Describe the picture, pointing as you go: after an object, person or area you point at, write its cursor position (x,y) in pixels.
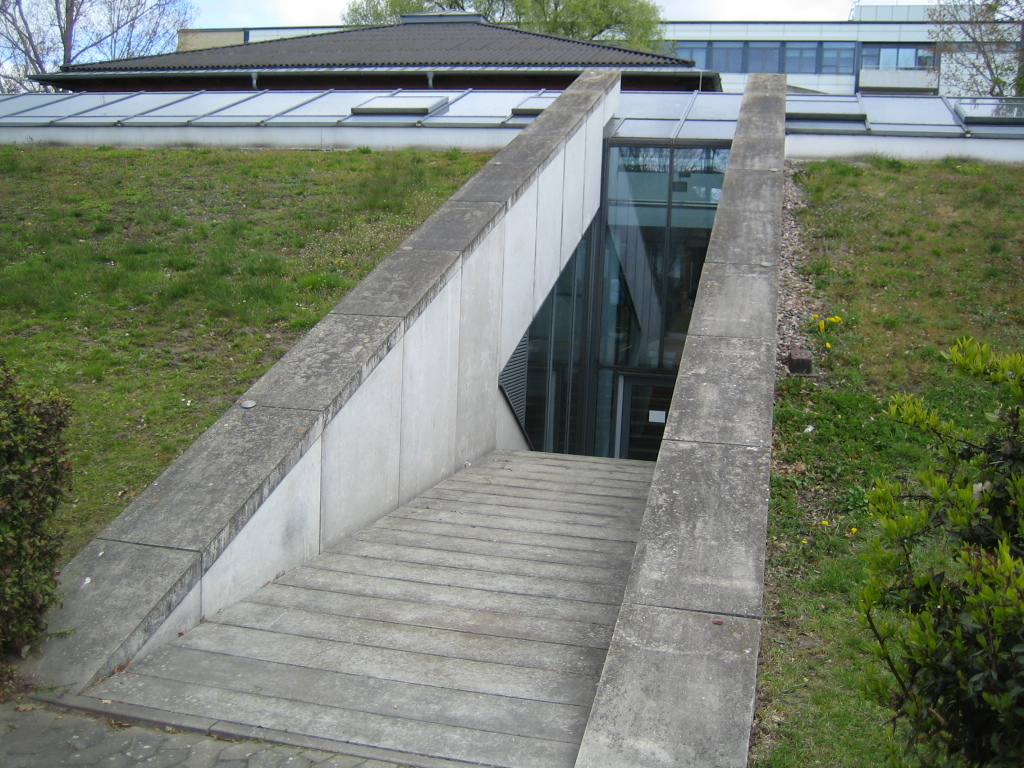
In this image there is a building (624,63). In the foreground (406,542) there is a path (483,591). On the either sides of the path (380,685) there are plants (29,497) and grass (908,309) on the slope (181,259). Behind the buildings (694,63) there are trees (108,44). At the top (268,12) there is the sky (749,11).
